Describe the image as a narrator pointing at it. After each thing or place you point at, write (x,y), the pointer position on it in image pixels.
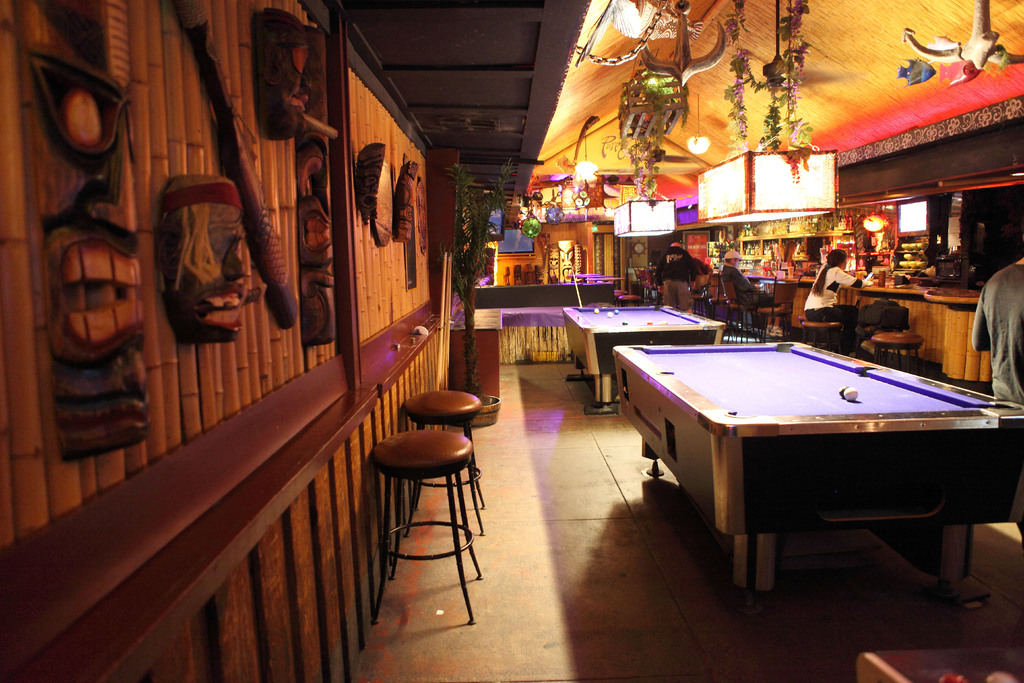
In this image there are snooker tables (687,469) chairs (425,525). In the wall (192,389) there are masks (199,251). In the right (923,288) there is a counter (914,282) few people (844,270) are sitting in front of it. On the roof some hangings (796,102) are there, lights (729,185) are attached.
